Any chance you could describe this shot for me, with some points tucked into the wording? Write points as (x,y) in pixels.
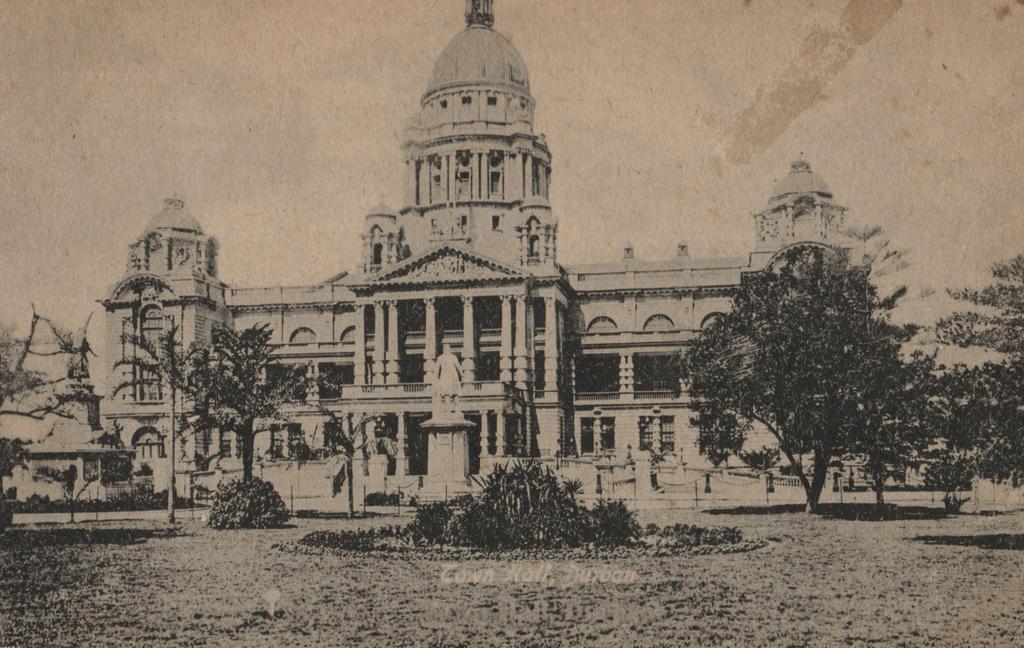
This is an edited image. There is a building (534,398) in the middle (402,417). There are trees (958,438) in the middle (364,415). There is a statue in the middle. There are bushes (664,535) in the middle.
